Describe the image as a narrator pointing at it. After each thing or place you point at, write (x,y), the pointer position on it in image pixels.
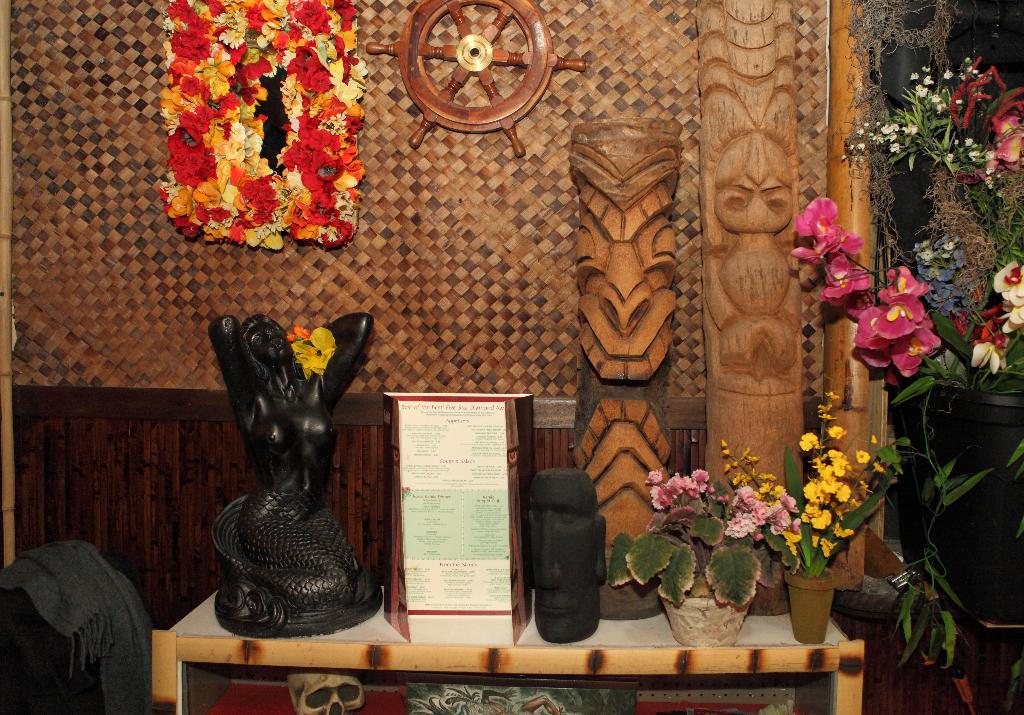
In this image in the center (405,464) there is one table (181,646) and on the table (780,616) there is one statue (284,521) and one book (457,504) and flower pots (823,575) and plants (750,524) are there. On the right side (955,528) there is one flower pot (942,407) and plant (957,97) and flowers (864,278) are there. On the background (142,178) there is wall (548,255) and some flowers (250,16) and one wheel (427,53) is there and on the bottom of the left corner (18,577) there is one cloth (46,582).
